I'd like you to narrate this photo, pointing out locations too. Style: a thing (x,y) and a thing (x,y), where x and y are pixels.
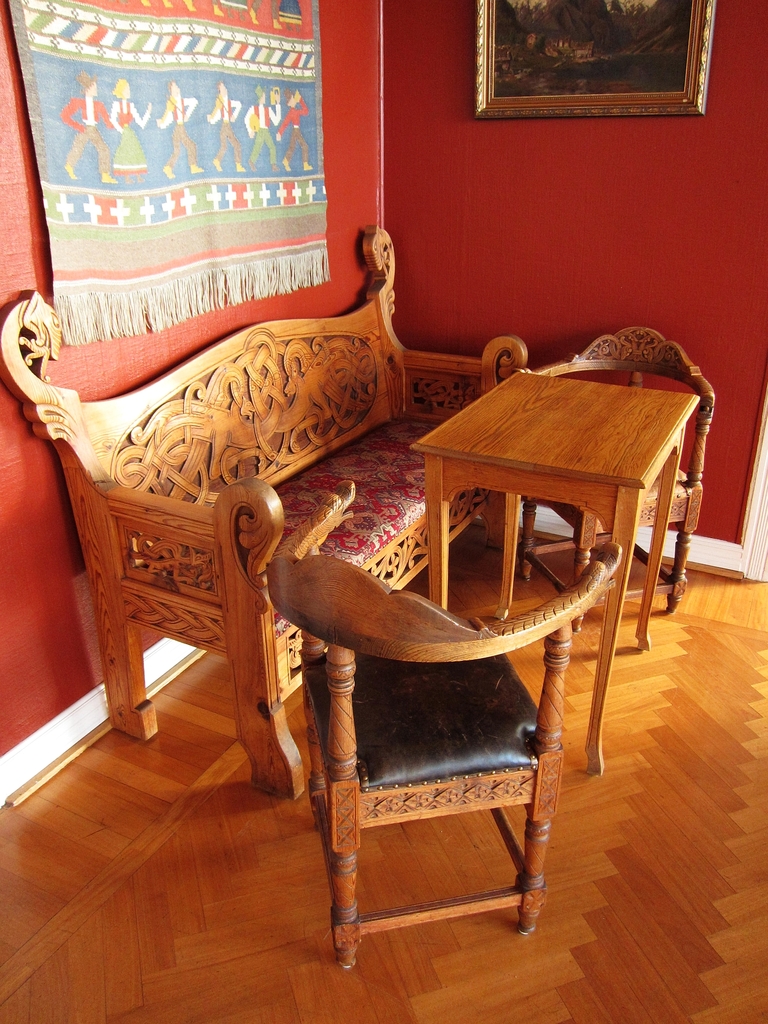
In this image there is a sofa (402,545). There are chairs (342,764). There is table (575,434). At the bottom of the image (683,966) there is floor (585,788). In the background of the image (390,149) there is wall (456,143). There is a photo frame (529,105). There is a cloth (155,79) with painting (166,83) on it.
